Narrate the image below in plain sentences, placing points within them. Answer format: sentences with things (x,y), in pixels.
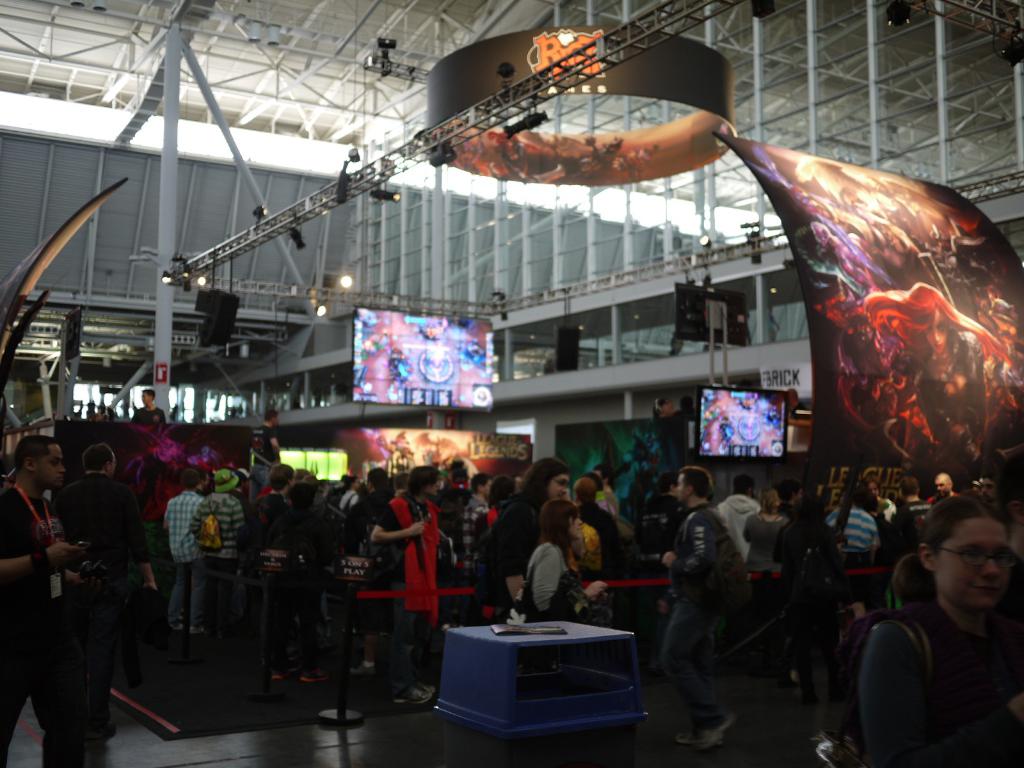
In this image, we can see people (570,566) wearing clothes (306,632). There are screens (399,379) in the middle of the image (437,339). There is a trash bin (572,691) at the bottom of the image (560,669). There is a poster (930,440) on the right side of the image (976,380). There are support beams (628,114) at the top of the image (209,88). There is a pole (167,323) on the left side of the image (162,290).
